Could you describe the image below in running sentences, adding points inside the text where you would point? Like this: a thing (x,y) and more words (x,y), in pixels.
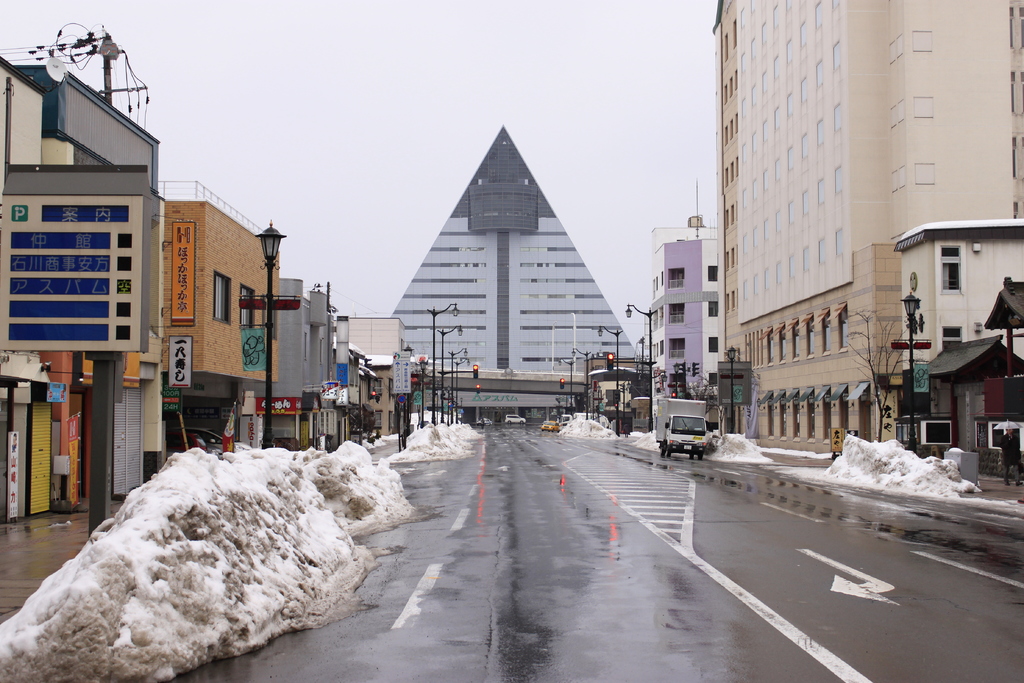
In this image I can see few vehicles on the road (506,501). On both sides of the road (510,530) I can see the snow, light poles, boards (739,403) and the buildings (140,440). In the background (536,349) I can see one more building (493,293) and the sky (360,104).
